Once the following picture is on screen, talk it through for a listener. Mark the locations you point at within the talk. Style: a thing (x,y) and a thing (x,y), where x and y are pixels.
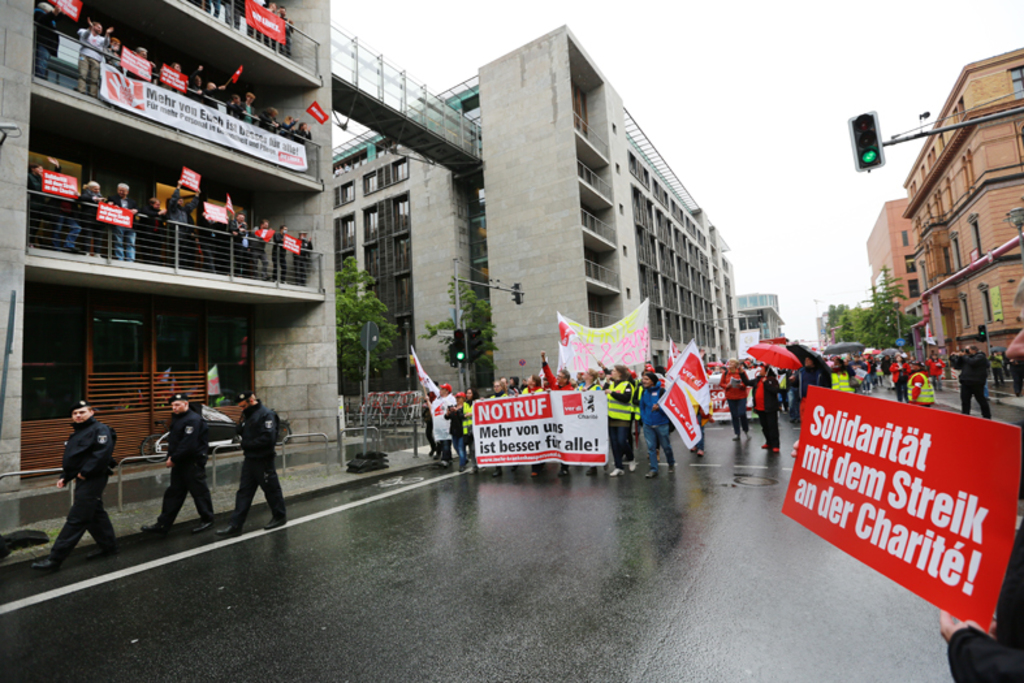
In this image, we can see many people (194,78) and some of them are holding banners (512,405), umbrellas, flags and boards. In the background (917,245), there are buildings (681,205), traffic lights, poles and we can see railings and trees (870,320). At the bottom (545,530), there is road (595,562) and at the top (719,61), there is sky (732,70).
